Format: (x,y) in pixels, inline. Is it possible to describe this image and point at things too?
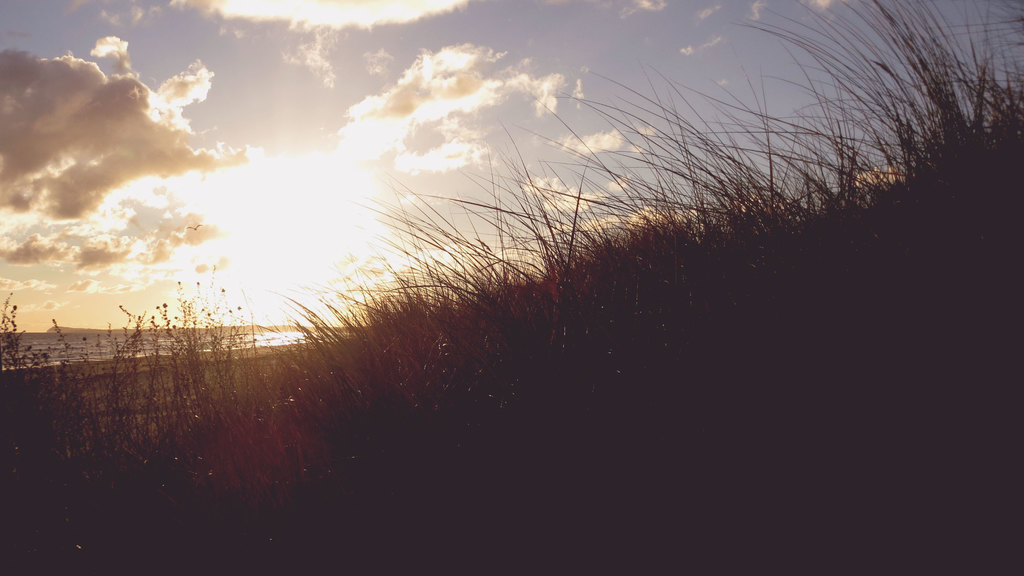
In this picture I can see grass (483,338), there is water (85,335), and in the background (354,264) there is sky (382,140).
